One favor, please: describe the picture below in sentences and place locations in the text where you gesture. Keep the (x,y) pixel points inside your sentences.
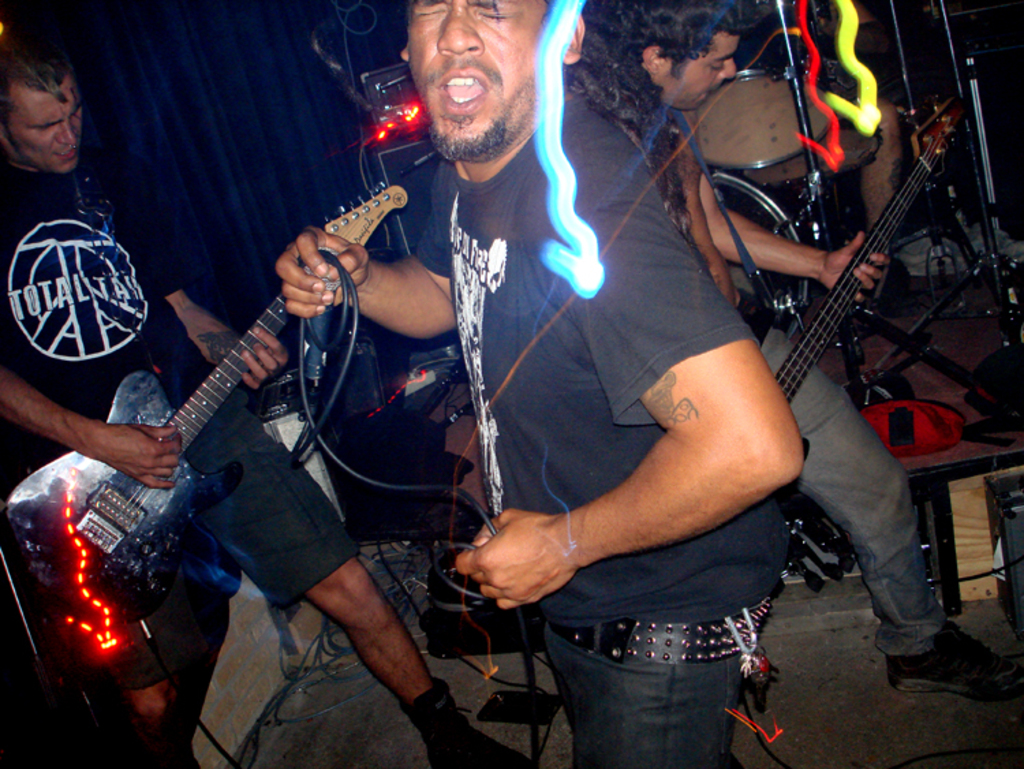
In this picture there are three men (13,285) who are playing musical instruments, two of them are playing a guitar (809,337) and a guy (508,198) is singing. In the background (383,115) we can find various musical instruments (751,133), there is blue curtain (153,140) in the background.
